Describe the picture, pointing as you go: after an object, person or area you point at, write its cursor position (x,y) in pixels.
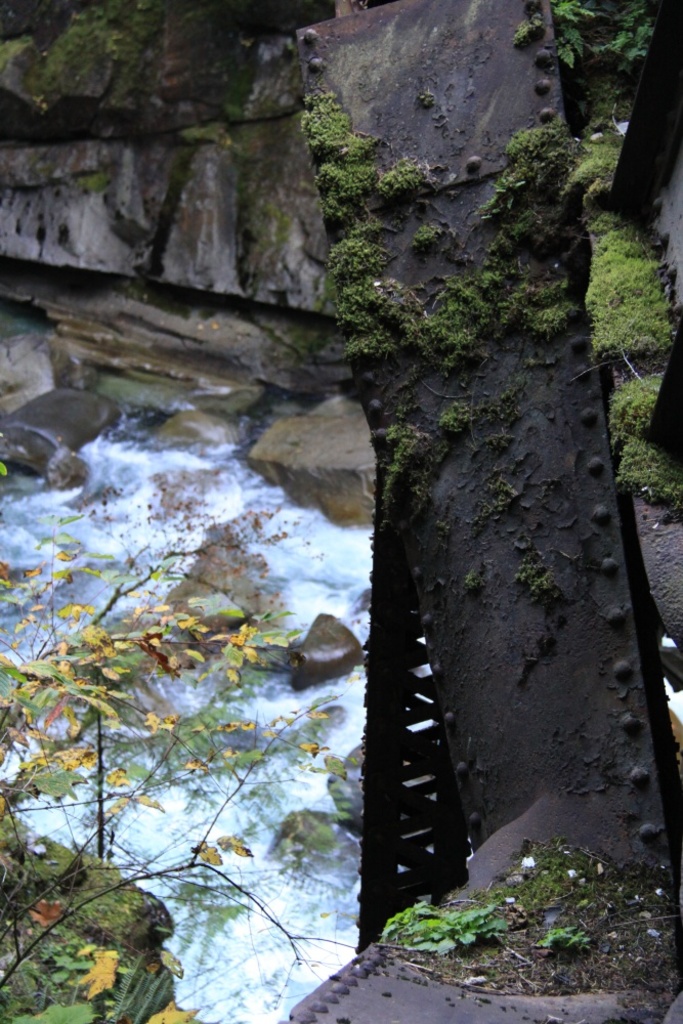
This image consists of a stand (500,666) made up of metal (513,846). At the bottom (181,694), there is water (252,787) flowing. In the background (186,164), there are rocks (237,250). At the bottom left (17,892), there is a plant (21,863).
